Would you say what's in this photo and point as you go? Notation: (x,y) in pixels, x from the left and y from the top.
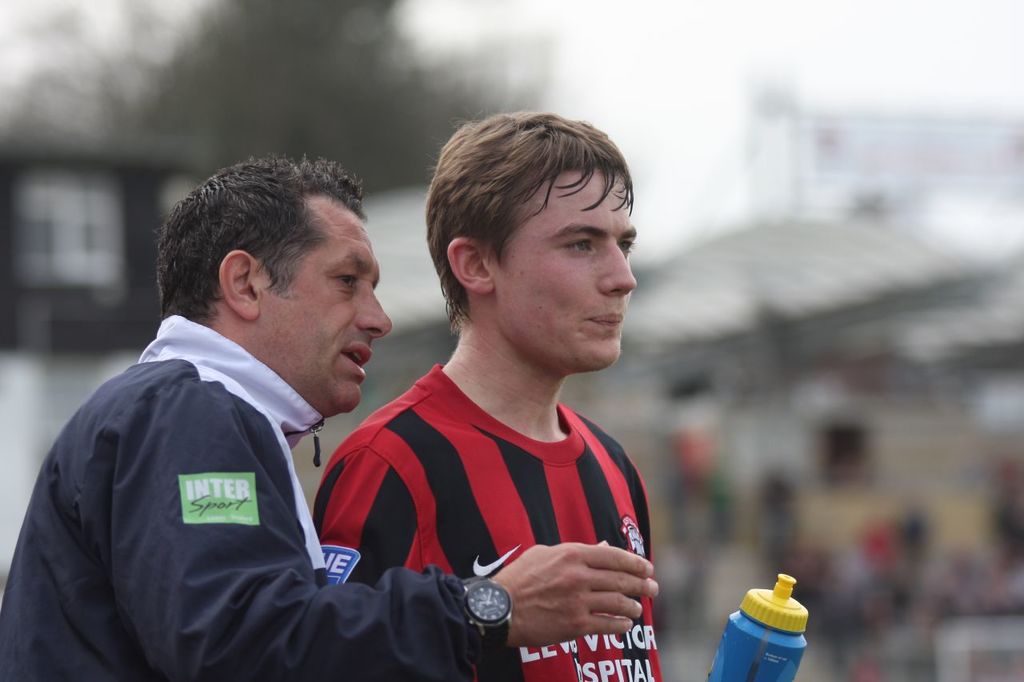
2 people (344,540) are standing. the person (269,469) at the left (197,483) is wearing a blue coat (295,621), black watch (488,626) and speaking to the person (438,444) right to him. the person (467,458) at the right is wearing a red and a black t shirt (528,529), holding a blue bottle (769,647) which has yellow sipper (769,607). the background (851,357) is blurred in this image.
